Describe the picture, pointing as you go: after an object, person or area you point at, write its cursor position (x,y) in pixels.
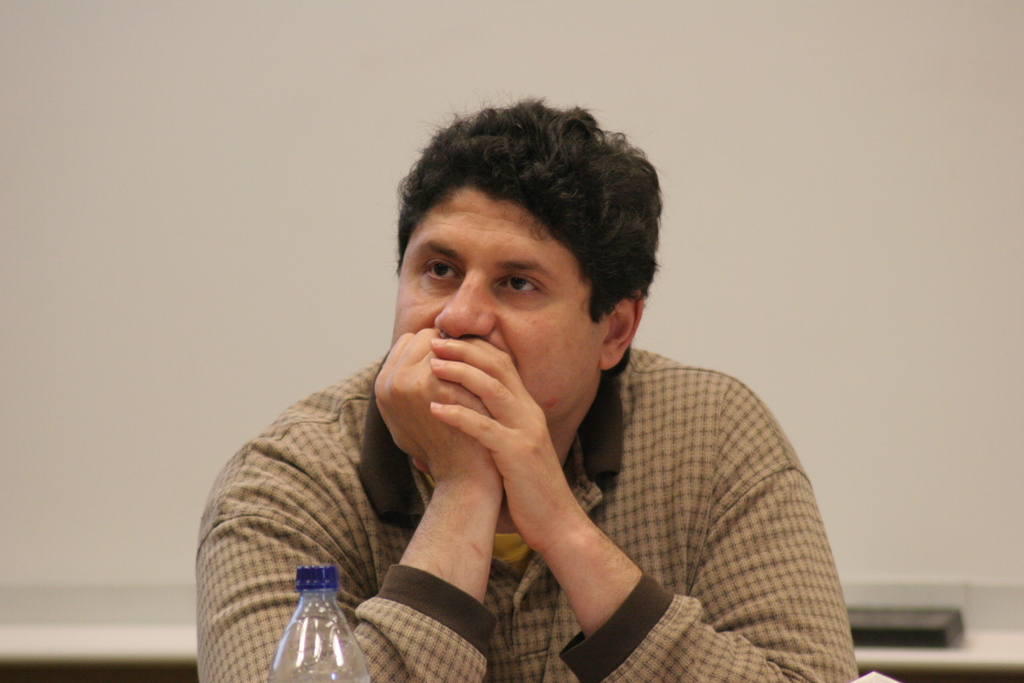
He is sitting in room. There is a table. There is a bottle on a table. His hand (510,381) was placed near the mouth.
